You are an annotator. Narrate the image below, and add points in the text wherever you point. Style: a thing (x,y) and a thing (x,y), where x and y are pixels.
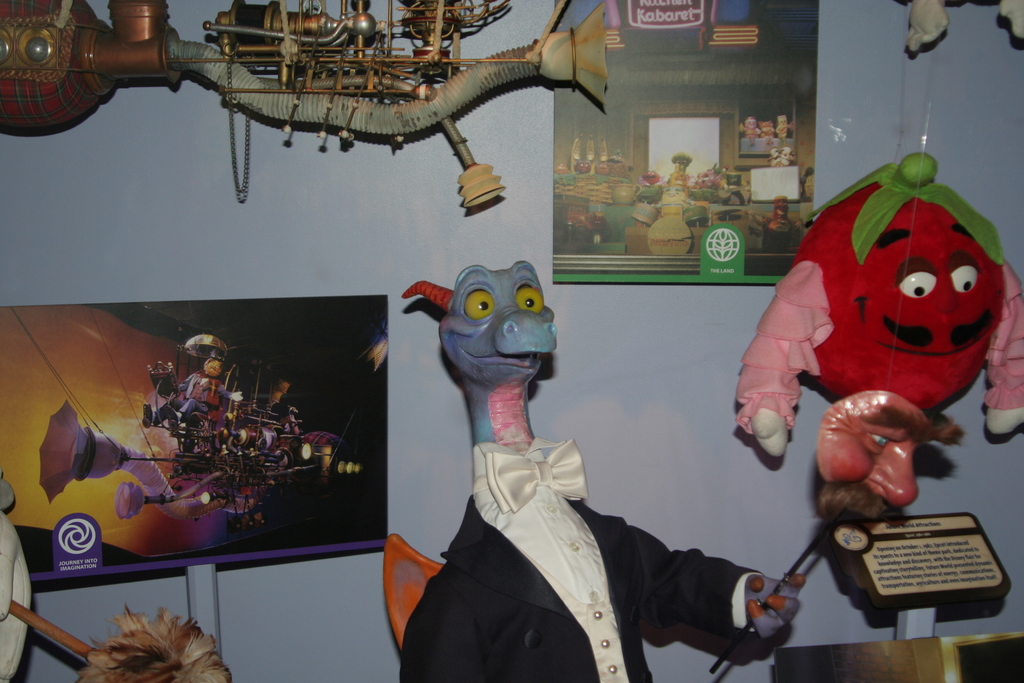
In this image there are sculptures (873,343). Behind the sculptures (556,576) there are boards (871,554) with text (921,575) and pictures (234,457). In the background (552,259) is a wall (613,325). There is a poster (715,197) sticked on the wall (625,333). At the top (203,67) there is a machine (182,59).
